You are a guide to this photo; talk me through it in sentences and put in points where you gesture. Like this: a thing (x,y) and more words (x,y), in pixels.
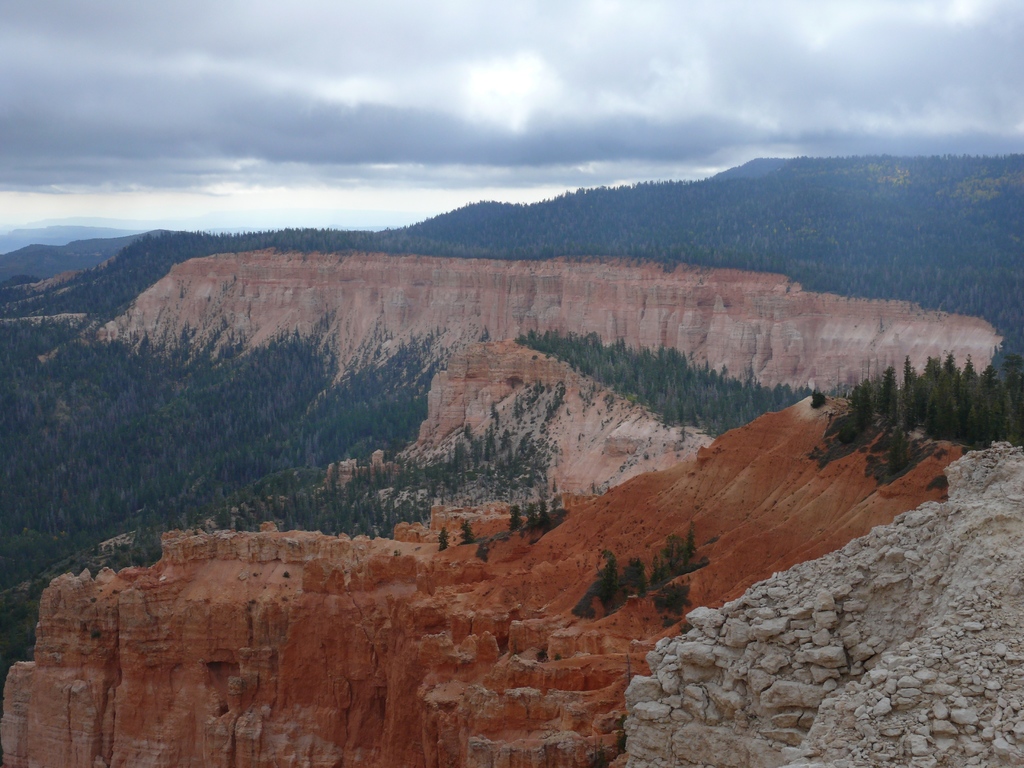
In this image I can see there is a mountain (591,520) and trees (452,241). And at the top (463,90) there is a sky (456,52).
